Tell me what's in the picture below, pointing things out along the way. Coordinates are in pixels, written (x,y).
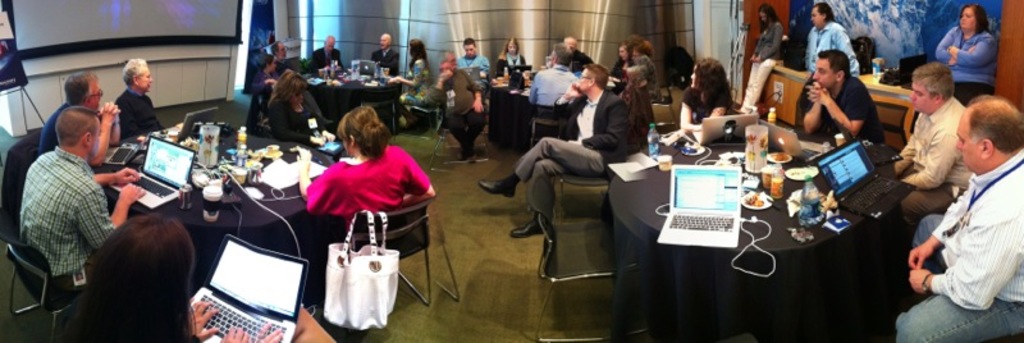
Here we can see groups of people (385,173) sitting on chairs (558,120) with table (505,120) in front of them having laptops (126,147) and Bottles (244,129) And papers (281,170) present on it and in the middle (383,209) we can see a handbag (326,288) on the chair (401,214) and on the right side (758,41) we can see some people (954,71) standing here and there
